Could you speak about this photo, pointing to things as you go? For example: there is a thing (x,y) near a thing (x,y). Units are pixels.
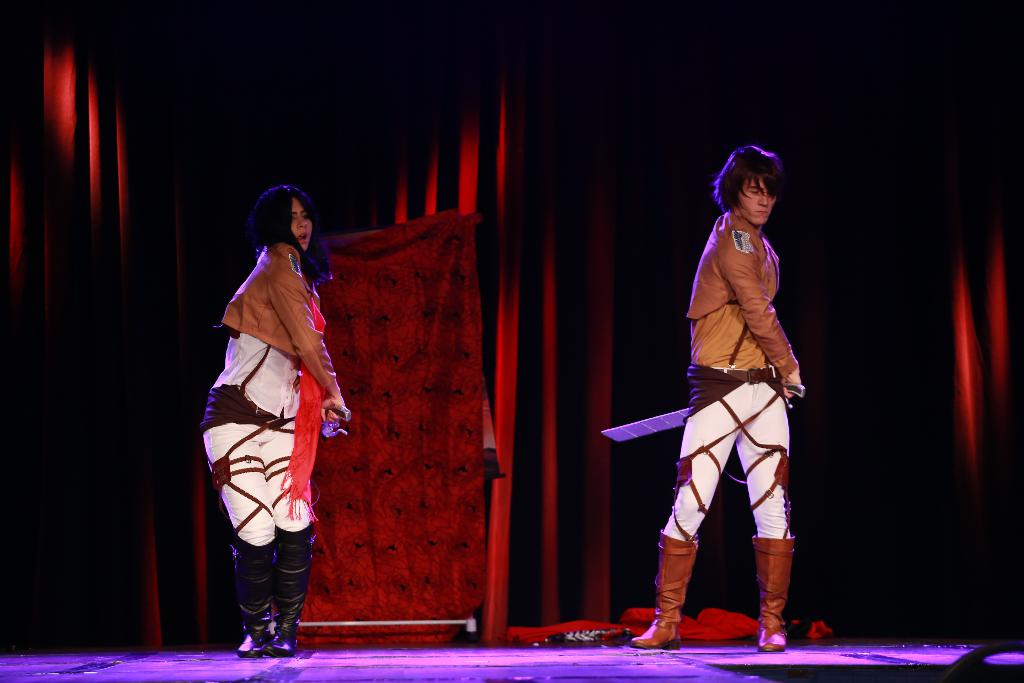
In this image we can see man (760,461) and woman (241,409) performing on the dais (710,667). In the background (579,83) we can see curtains (429,98).
